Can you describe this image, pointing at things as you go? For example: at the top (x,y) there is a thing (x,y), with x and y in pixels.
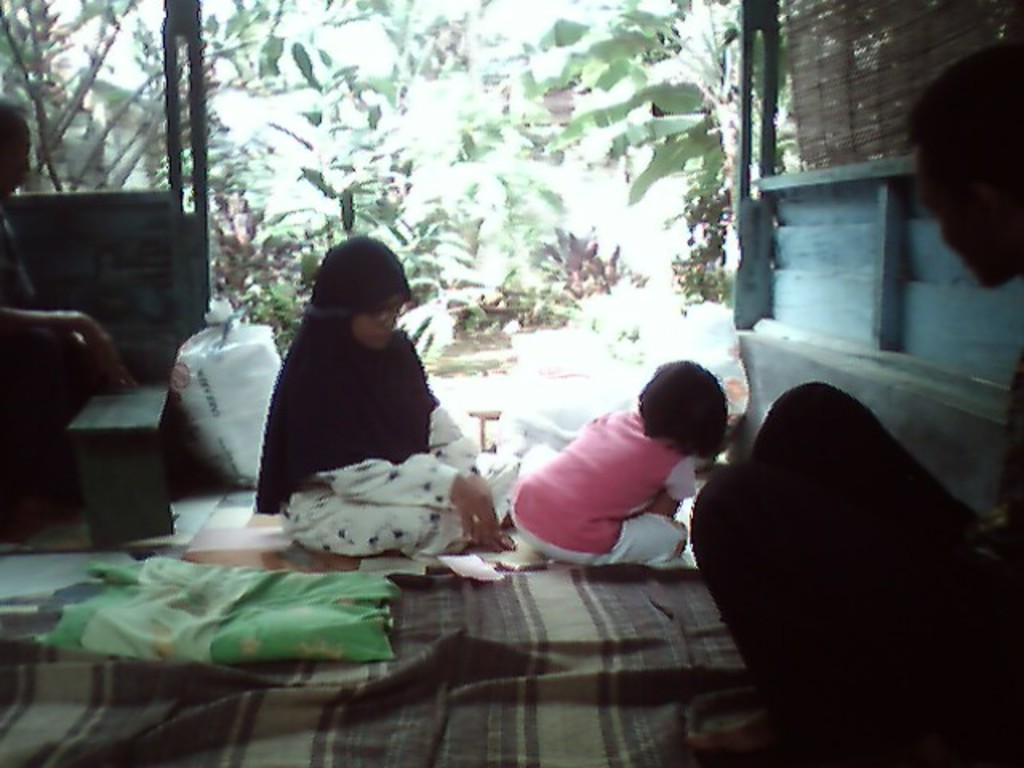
At the bottom of the image (388,513) we can see two people (404,516) sitting on the floor (250,546). There is a mat (400,614). On the left (63,371) we can see a person (15,289) and a bag (207,409). In the background (392,149) there is a wall (880,273), curtain (930,69) and trees (596,126).
